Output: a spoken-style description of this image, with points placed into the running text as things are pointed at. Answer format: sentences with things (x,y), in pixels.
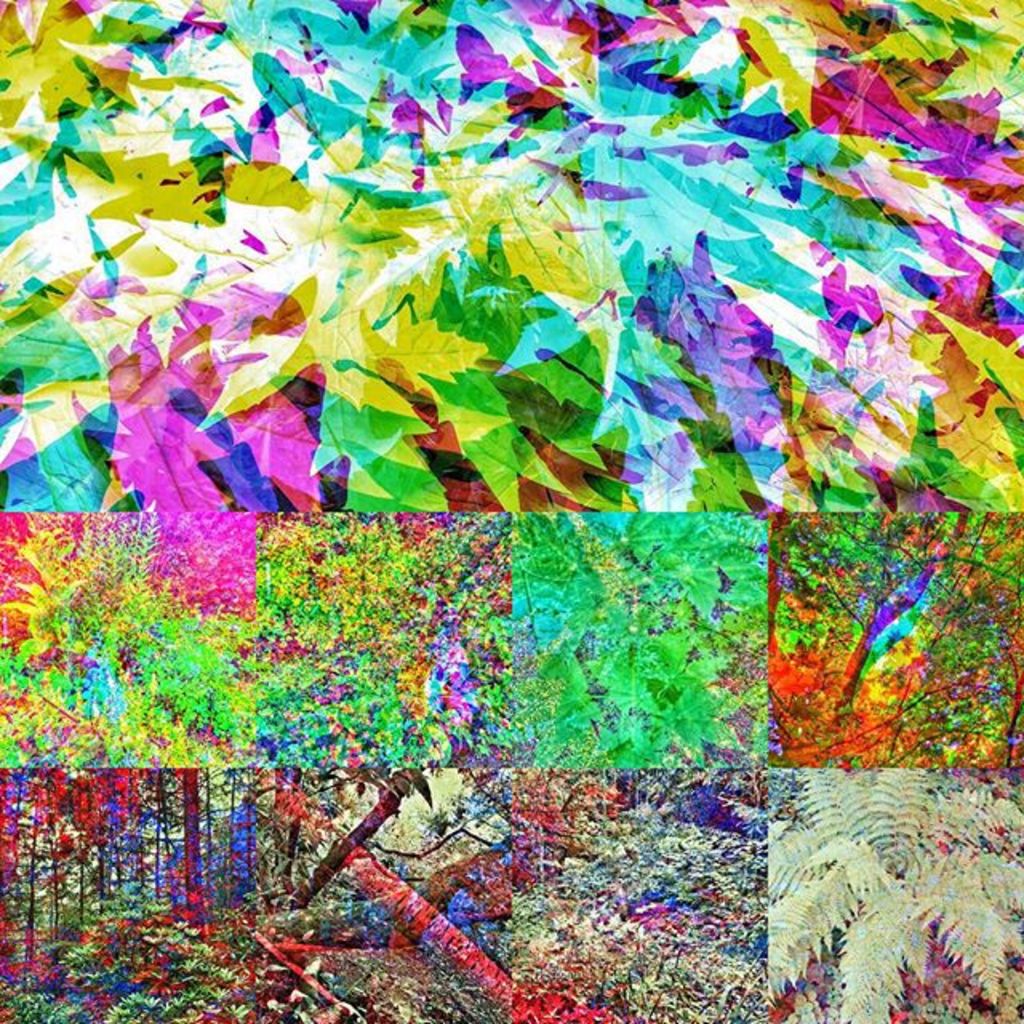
This is a collage image. In this image I can see the colorful leaves (483,419) and trees (383,878).
